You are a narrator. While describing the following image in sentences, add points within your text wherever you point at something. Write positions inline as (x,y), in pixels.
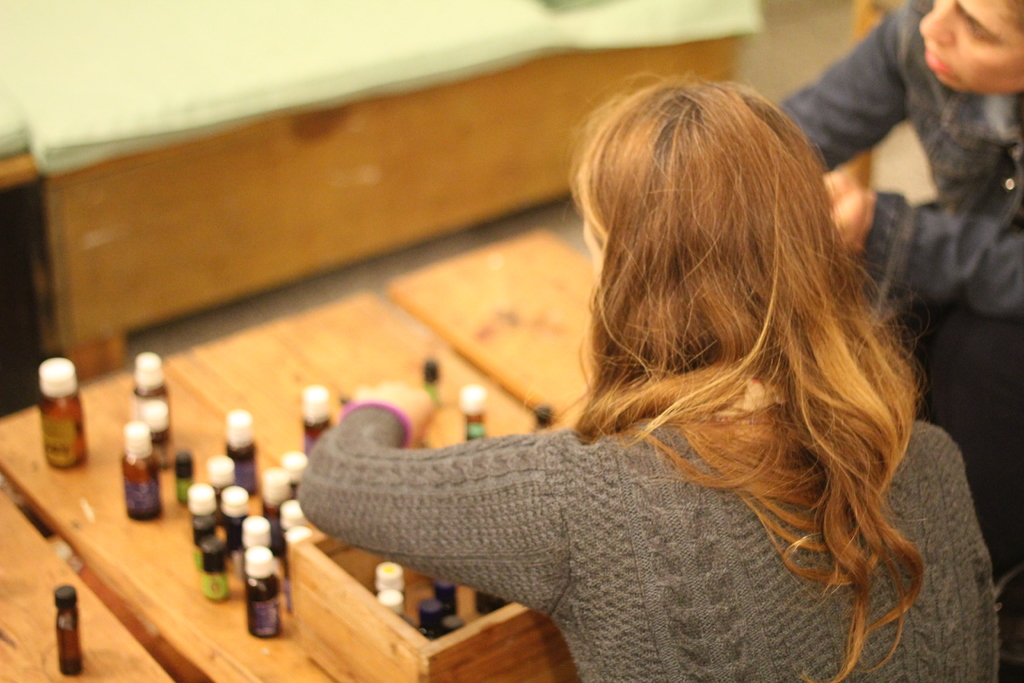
In the picture I can see a woman (787,325) on the right side (789,441). There is another person (940,58) on the top right side (919,50). I can see the wooden table (238,610) on the floor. There is a wooden box (459,669) on the table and I can see the tonic bottles (255,542) on the table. This is looking like a wooden bed (508,1) on the floor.
